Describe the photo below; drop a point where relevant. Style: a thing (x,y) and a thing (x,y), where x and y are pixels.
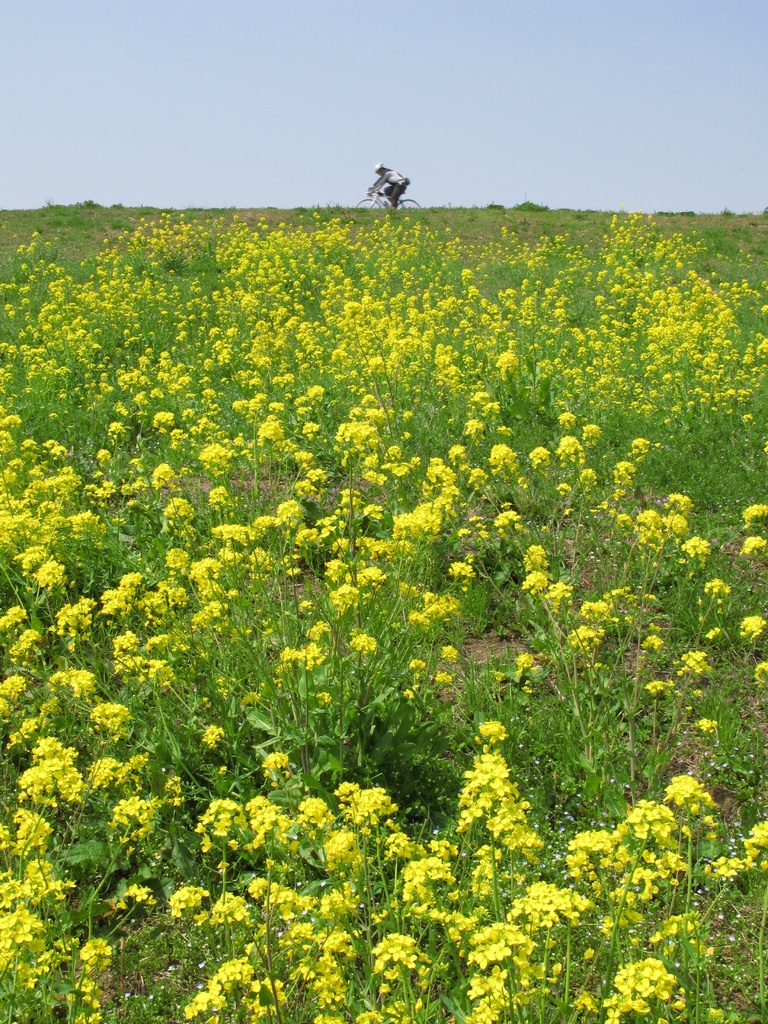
In this image there are some plants (378,618) with flowers (457,363) as we can see at bottom of this image (322,699) and there is one person (397,189) is on bicycle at top of this image (388,185) and there is a sky (329,112) in the background (394,131).
